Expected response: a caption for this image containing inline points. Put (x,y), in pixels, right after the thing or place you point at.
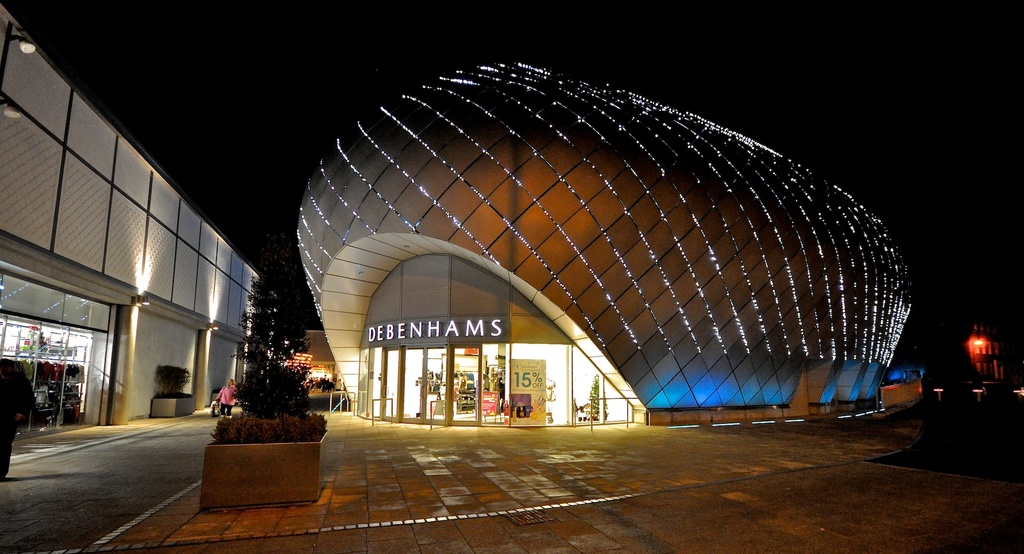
In the middle of the picture (588,209), we see a building (627,217) which is decorated with lights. It has glass doors (458,395) from which we can see tables (471,393) and people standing inside the building (442,388). Beside that, we see a white color board (519,394) with some text (527,380) written on it. On the building (374,323), we see some text (388,329) written as "DEBENHAMS". In front of the picture, we see plants (279,398). Beside that, we see a girl (231,401) in pink jacket (230,396) is walking on the road (197,411). On the left side (184,352), we see a building (153,226). In the background (228,103), it is black in color. This picture might be clicked in the dark.
